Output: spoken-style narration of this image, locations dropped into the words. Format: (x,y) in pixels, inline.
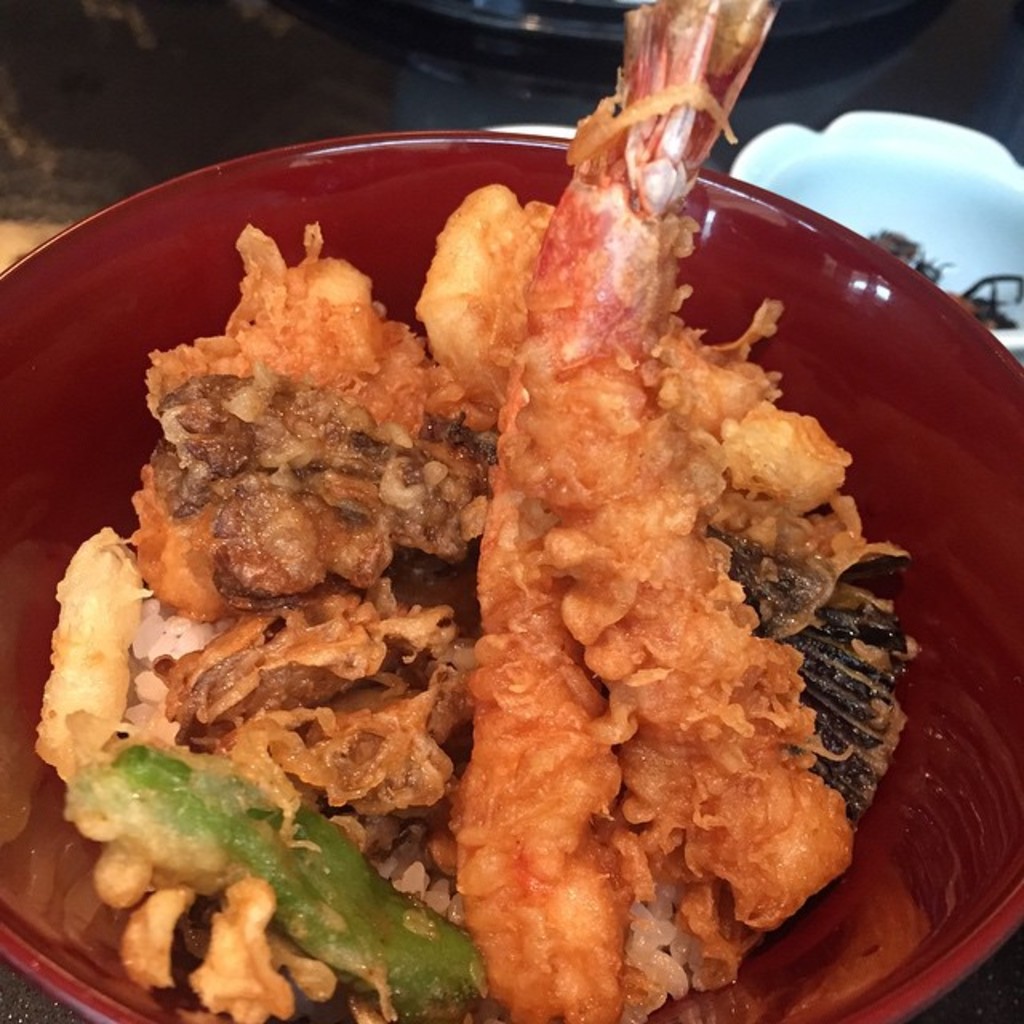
In this image we can see food items (466,497) in a bowl (940,467).
